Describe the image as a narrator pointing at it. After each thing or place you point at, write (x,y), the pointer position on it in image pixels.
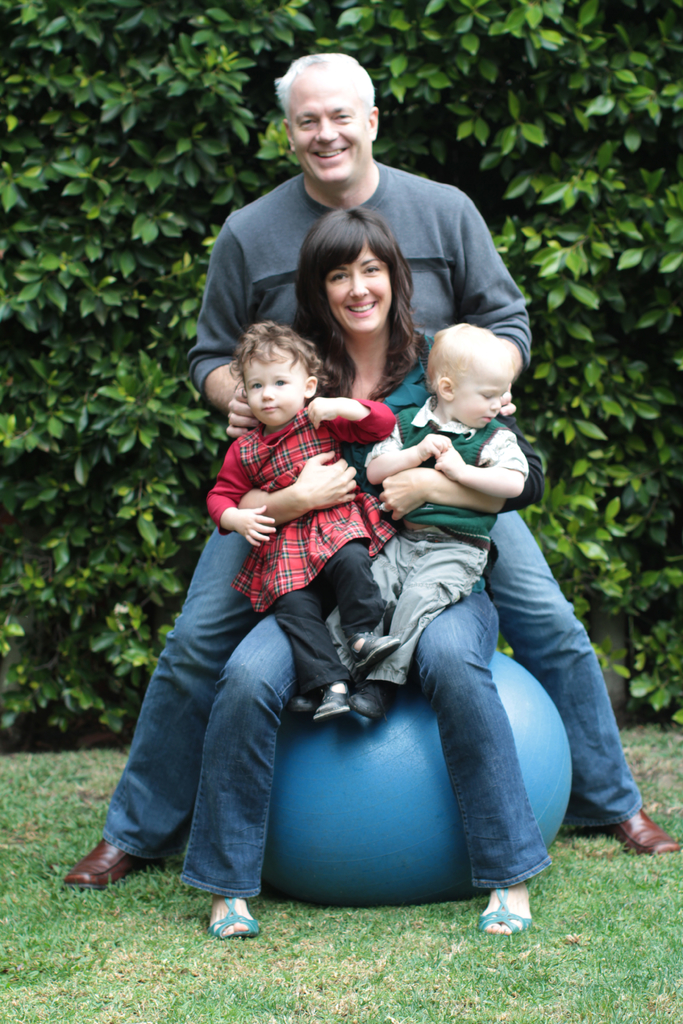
In this image there is a family (423,398) sitting on the exercise ball (391,750), behind them there are so many trees (579,490).
